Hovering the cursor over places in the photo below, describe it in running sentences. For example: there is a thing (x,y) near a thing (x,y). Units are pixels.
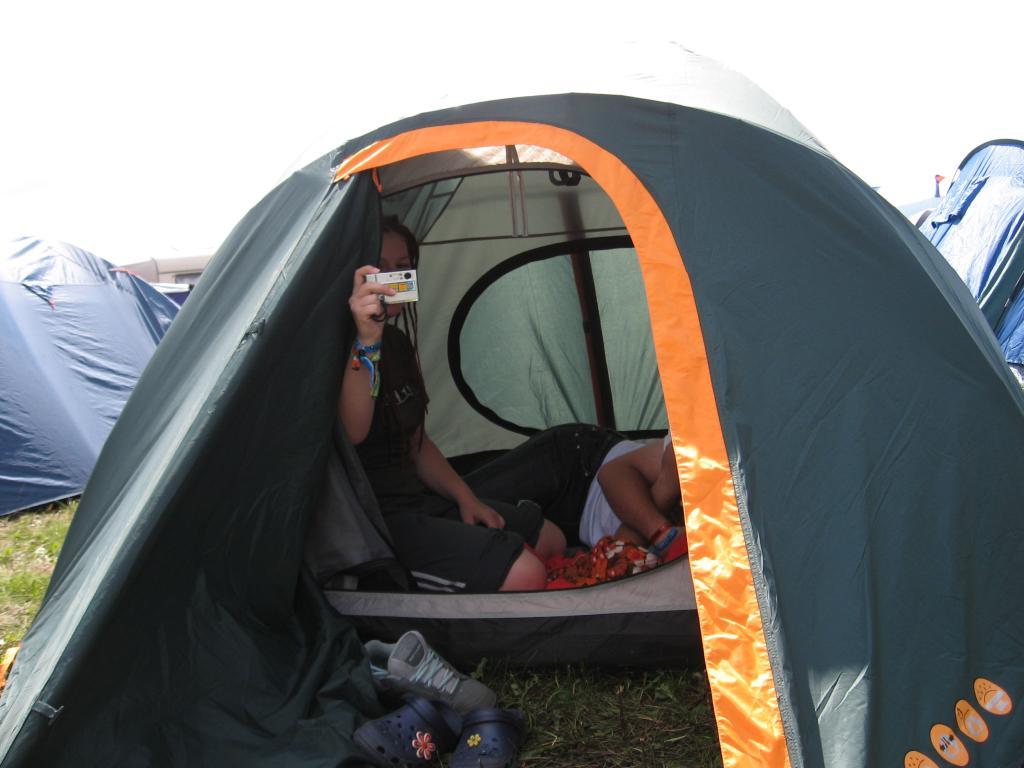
In this picture I can observe some tents (551,415) on the ground (566,714). In a tent (347,275) there are two members (412,452). In the background (142,151) there is sky (882,81).
